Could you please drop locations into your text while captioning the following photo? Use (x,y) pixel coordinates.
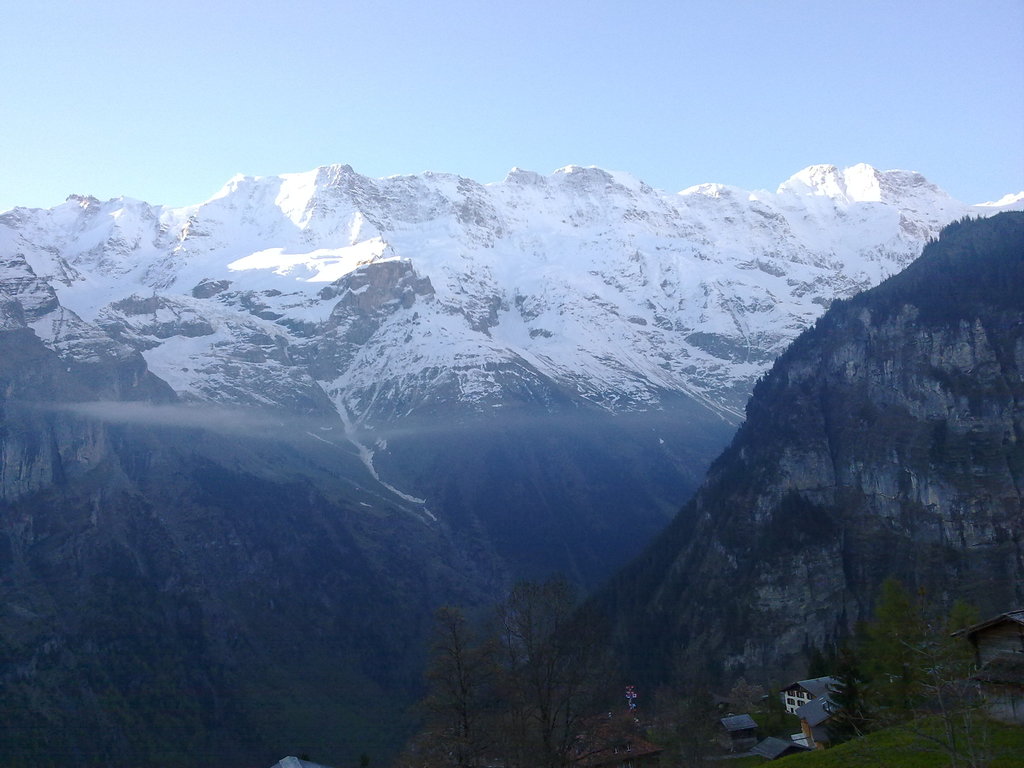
In this image we can see mountains (596,424) covered with snow (694,327). At the top of the image (161,89) there is the sky (75,164). At the bottom of the image (634,690) there are trees (621,691), houses (996,712) and other objects (634,690).
